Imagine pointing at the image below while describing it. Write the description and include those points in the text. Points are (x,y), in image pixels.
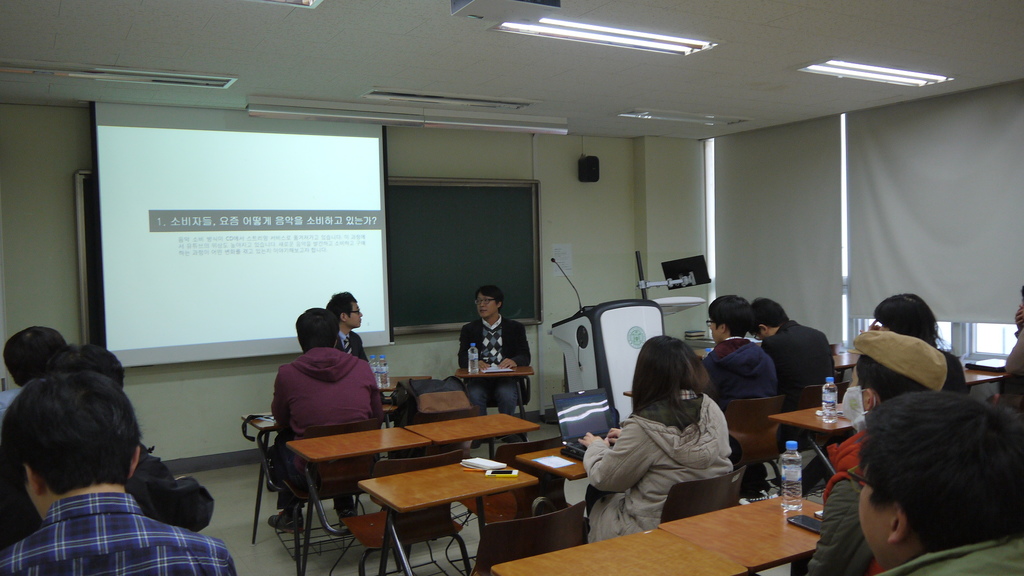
This picture describes about group of people (643,423) they are all seated on the chair (362,521), in front of them we can find water bottle (793,486), mobile (505,476), book (495,467), laptop (568,409) on the table (412,489), and also we can find projector screen (271,216), podium (652,319), microphone (556,265) and window blinds (910,229).
